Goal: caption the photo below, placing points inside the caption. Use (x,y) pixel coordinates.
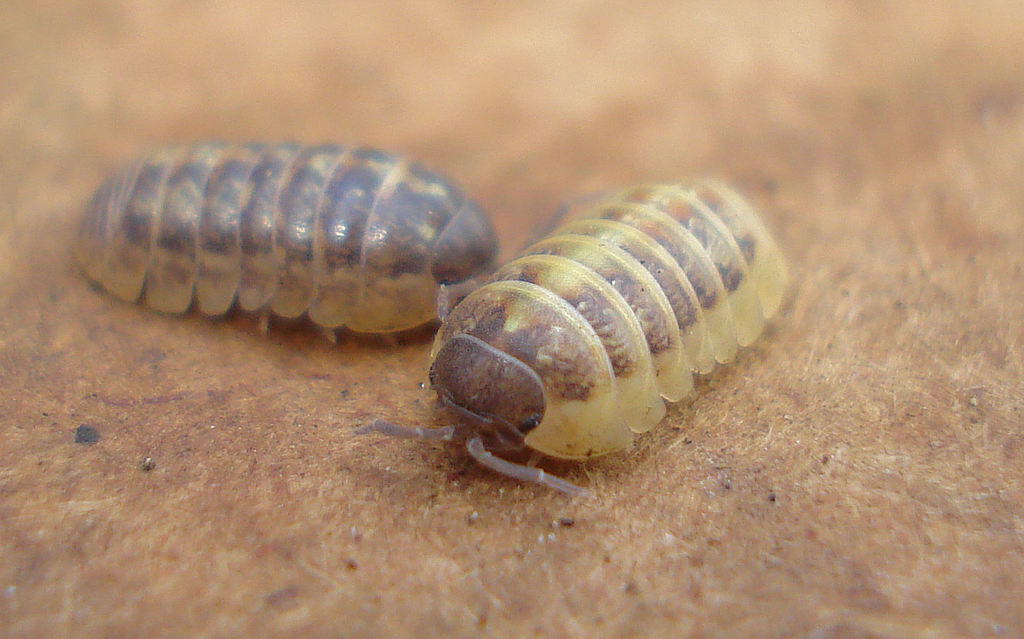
In this image there are insects (431,277).
